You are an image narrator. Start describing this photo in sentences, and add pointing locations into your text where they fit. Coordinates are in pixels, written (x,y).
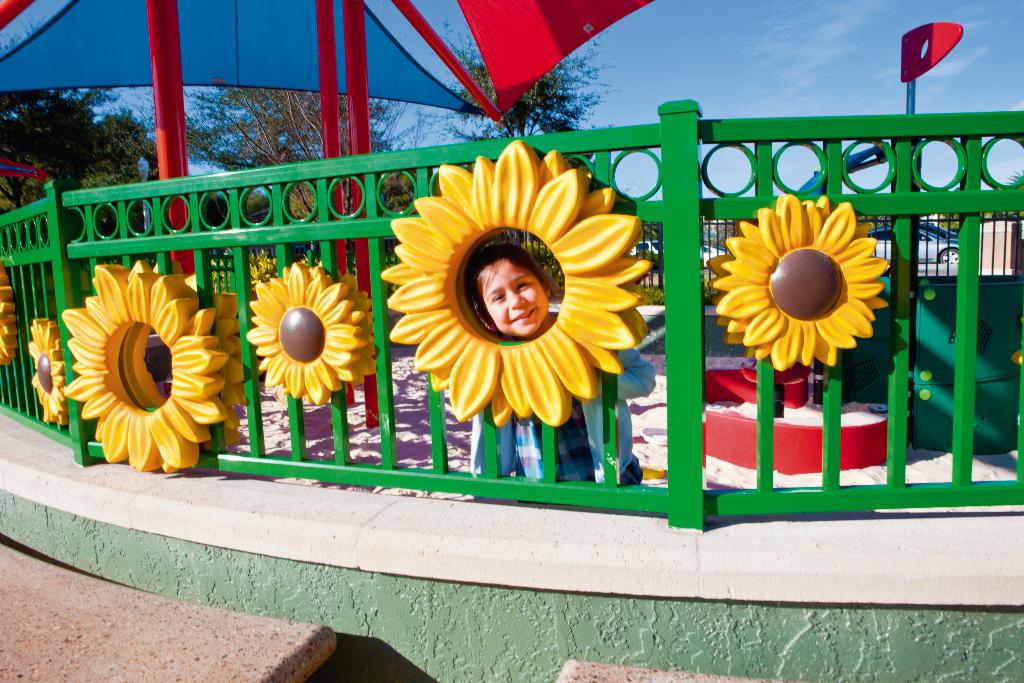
In this picture we can see a child (520,419) smiling, fence (546,456), umbrella (573,36), trees (139,179), vehicles (882,239), some objects (775,243) and in the background (769,39) we can see the sky (790,68).
